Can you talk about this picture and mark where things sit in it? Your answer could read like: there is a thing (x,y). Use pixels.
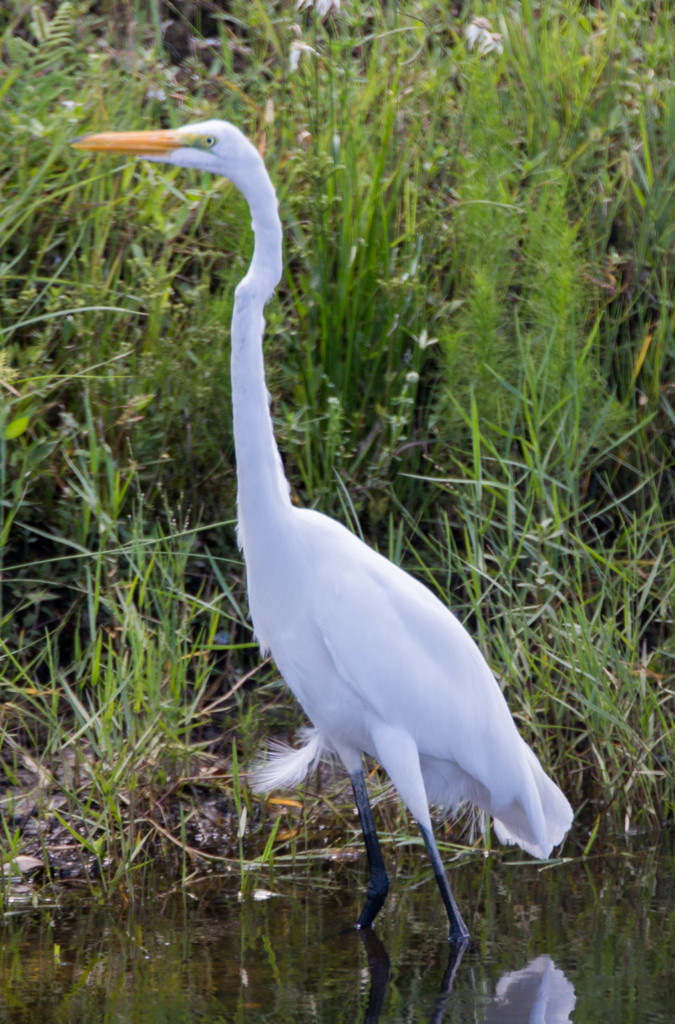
In this image there is a crane (383,674) in the water (307,906), in the background (442,432) there is grass (429,215).
